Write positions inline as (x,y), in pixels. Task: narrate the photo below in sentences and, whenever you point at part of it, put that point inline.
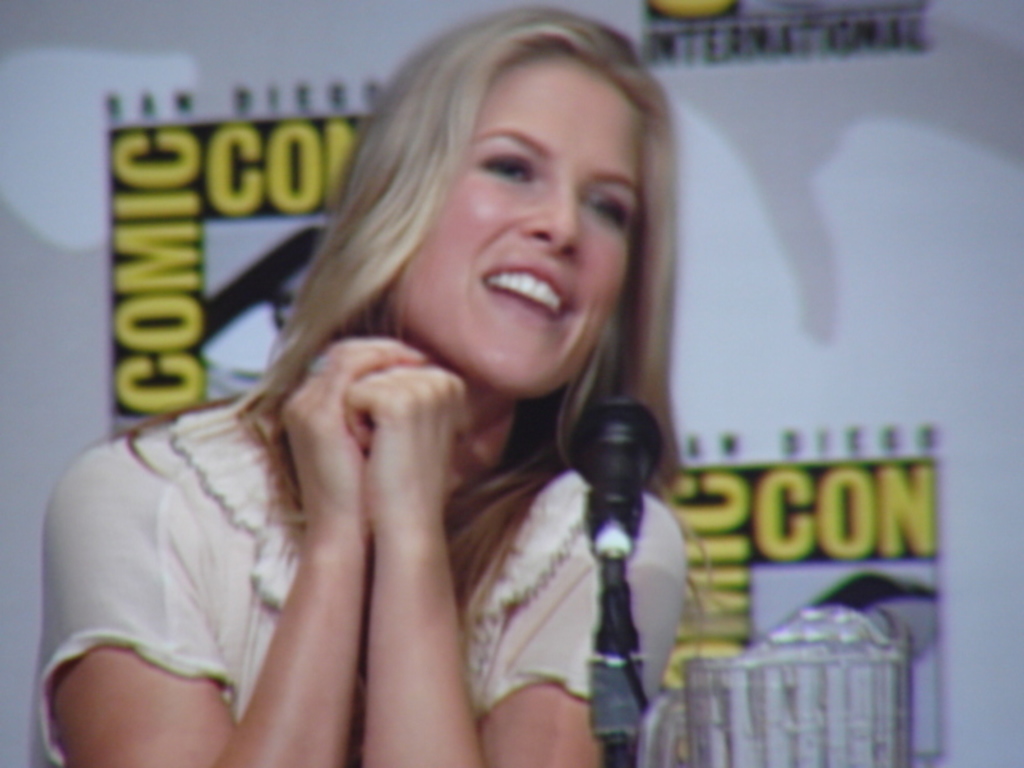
In this image I can see a woman (208,594) and I can see she is wearing white dress (183,581). I can also see a mic (593,452) here and in background (746,518) I can see comic con is written at few places. I can also see white colour in background (929,220).
